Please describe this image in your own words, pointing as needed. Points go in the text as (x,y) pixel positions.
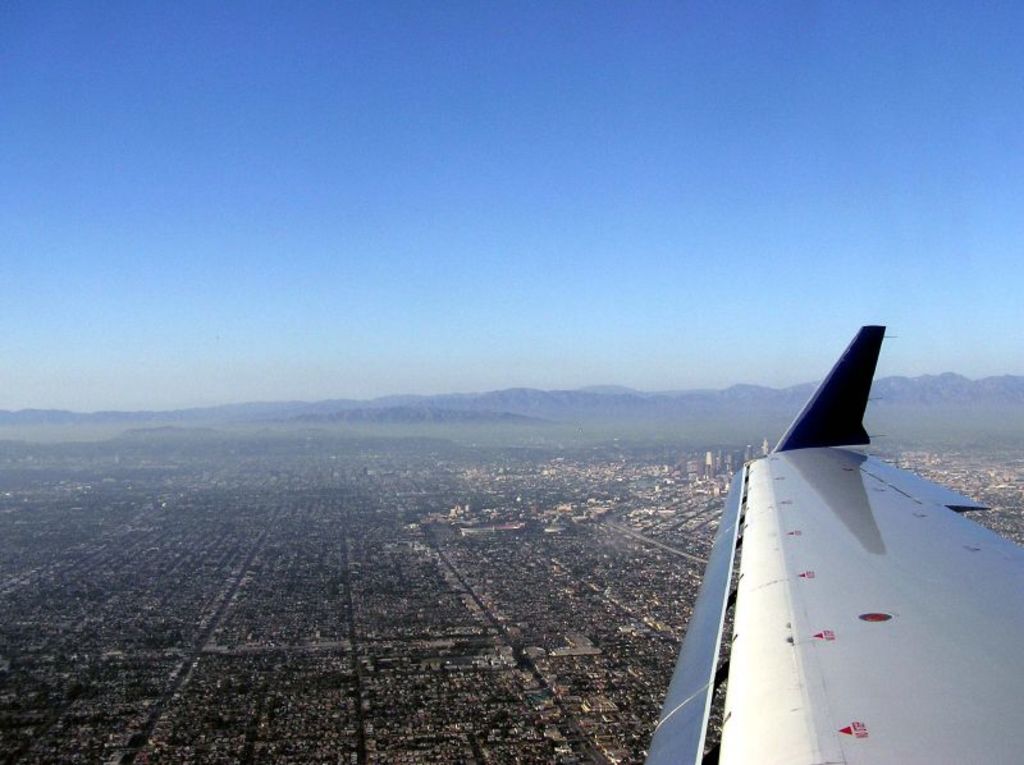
In this image we can see an aerial view. In the aerial view there are buildings (611,570), trees (417,495), hills (369,402) and sky (503,266). There is an aircraft (815,512) in the air (781,354).
